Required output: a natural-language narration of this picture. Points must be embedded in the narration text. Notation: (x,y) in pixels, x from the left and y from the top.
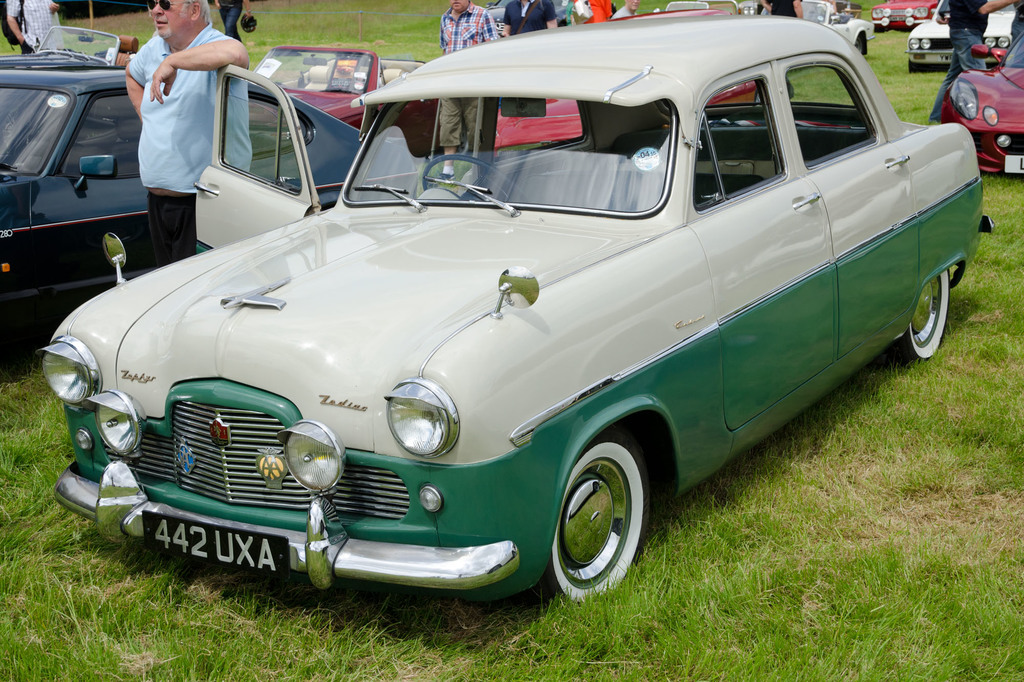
In this image we can see the cars (564,197). And we can see the surrounding people (459,46). And we can see the grass (843,476).
